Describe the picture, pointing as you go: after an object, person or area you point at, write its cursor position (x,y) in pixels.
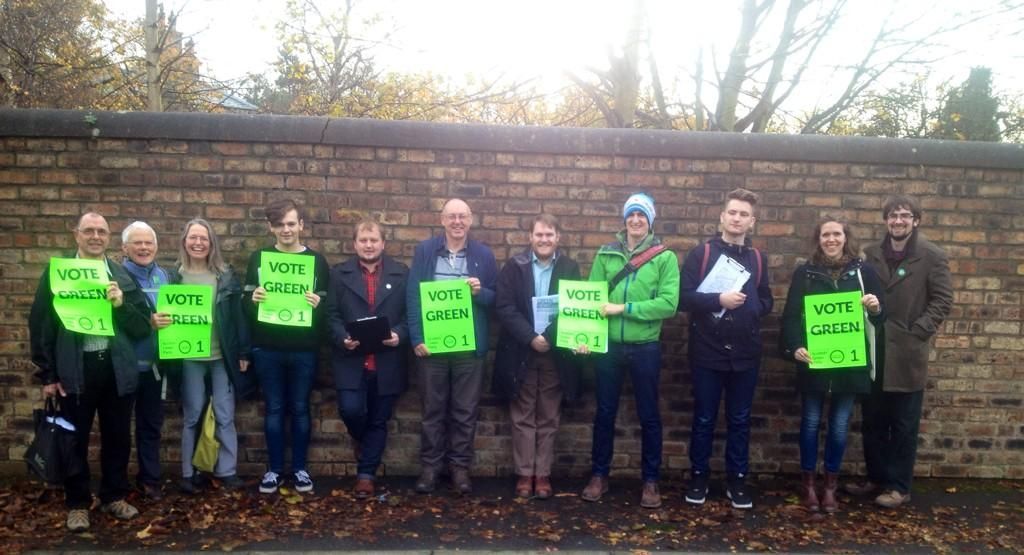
In this image we can see few people (527,362) standing on the ground (371,522) and holding posters (95,308) with text (844,323) and few objects (737,261), there is a wall (388,188), few trees (90,83) and the sky (649,69) in the background (698,73).
